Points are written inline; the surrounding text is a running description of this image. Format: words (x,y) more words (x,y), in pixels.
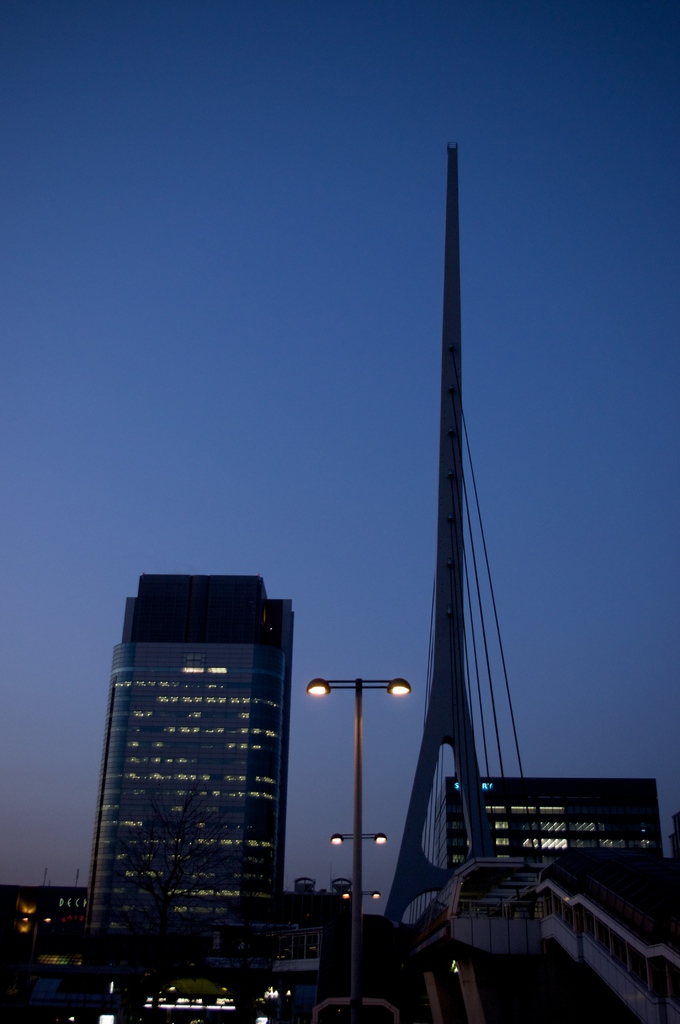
This picture is clicked outside. In the foreground (574,976) we can see the buildings (226,827), tower (473,749), cables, stair case (639,964), we can see the street lights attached to the poles (362,800). In the background (349,742) there is a sky (320,347).
